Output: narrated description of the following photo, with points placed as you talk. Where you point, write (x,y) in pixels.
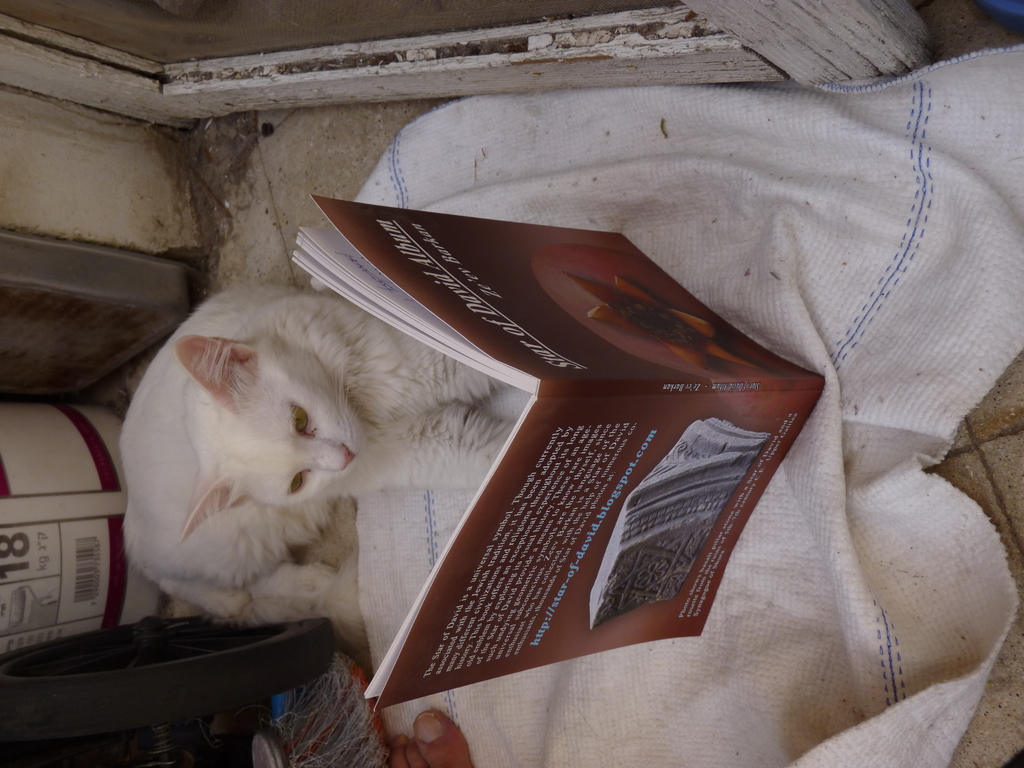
As we can see in the image on the ground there is a cloth (914,572) on which a book (608,531) is kept and in front of it there is a cat (228,494) who is looking at the book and at the back (52,524) there is a box (50,555) in white colour.
